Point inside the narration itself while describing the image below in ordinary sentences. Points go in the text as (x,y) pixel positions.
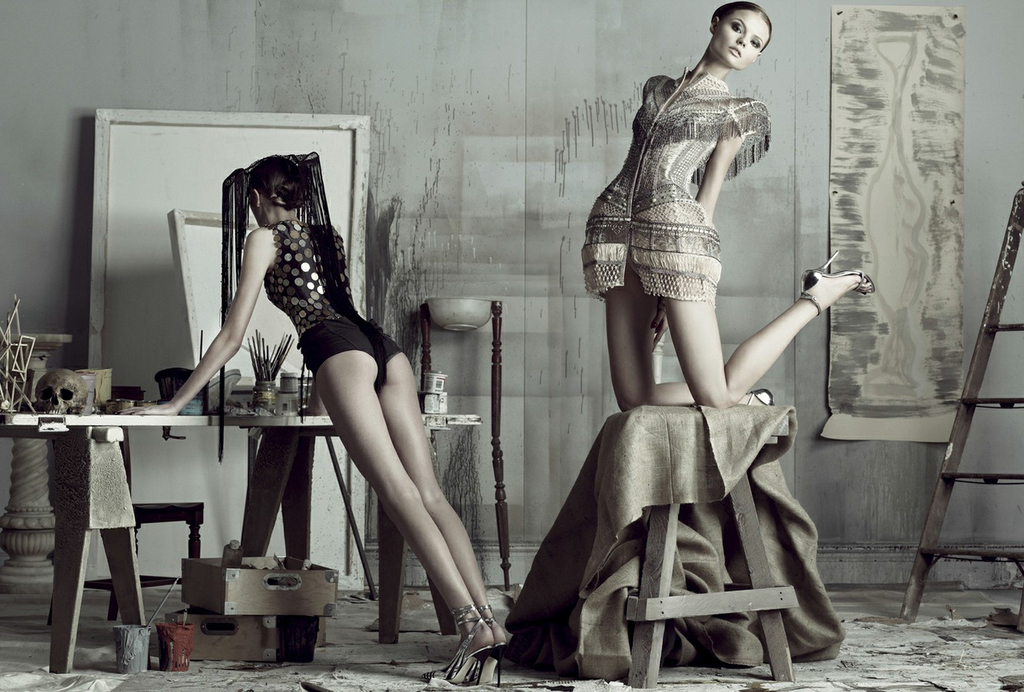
In this image, I can see the woman (346,395) standing and leaning on the table (81,423). I can see a mirror (122,365), skull (50,408), a stand (258,391) with brushes (275,359), bottles (287,395) and few other objects (129,397) on the table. Here is another woman (713,393) kneeling. This looks like a wooden stool (693,459) with a cloth (599,504) on it. I can see two trays (254,645) and two small buckets (170,648) on the floor (203,687). This looks like a chair (156,510). This is the poster (903,174) attached to the wall (803,173). At the right side of the image (980,328), that looks like a ladder (984,329). I can see a bowl (450,312) attached to two wooden sticks (505,542).
